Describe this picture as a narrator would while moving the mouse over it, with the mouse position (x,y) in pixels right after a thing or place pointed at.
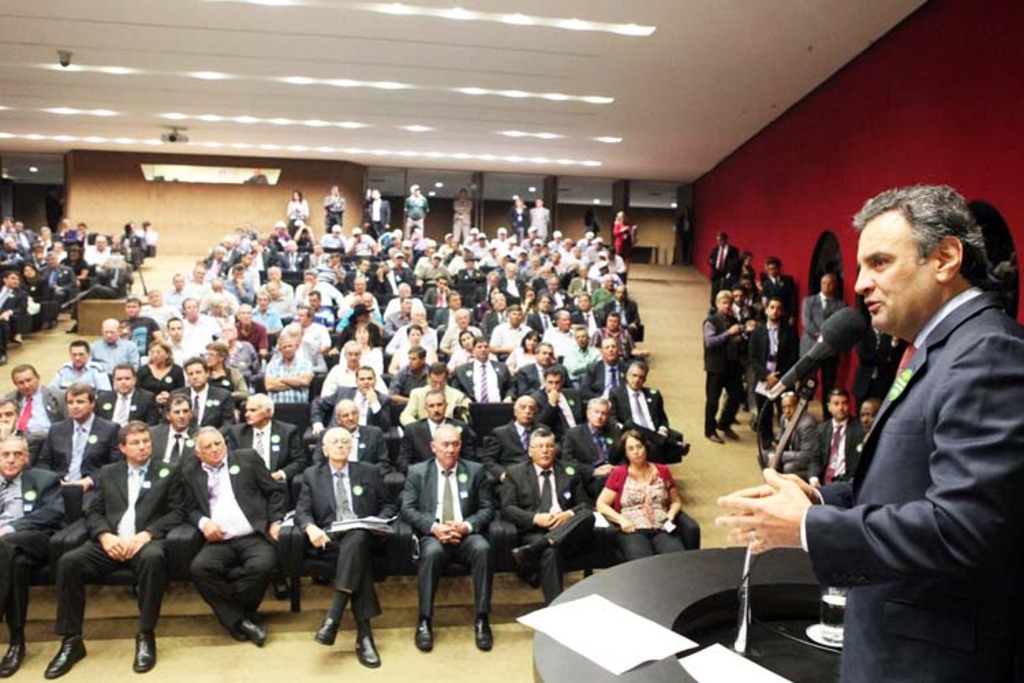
In this image I can see group of people (521,490), some are sitting and some are standing and I can see the person (925,475) standing in front of the podium (817,660) and I can also see the microphone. In the background (621,35) I can see few lights (561,18) and the projector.
